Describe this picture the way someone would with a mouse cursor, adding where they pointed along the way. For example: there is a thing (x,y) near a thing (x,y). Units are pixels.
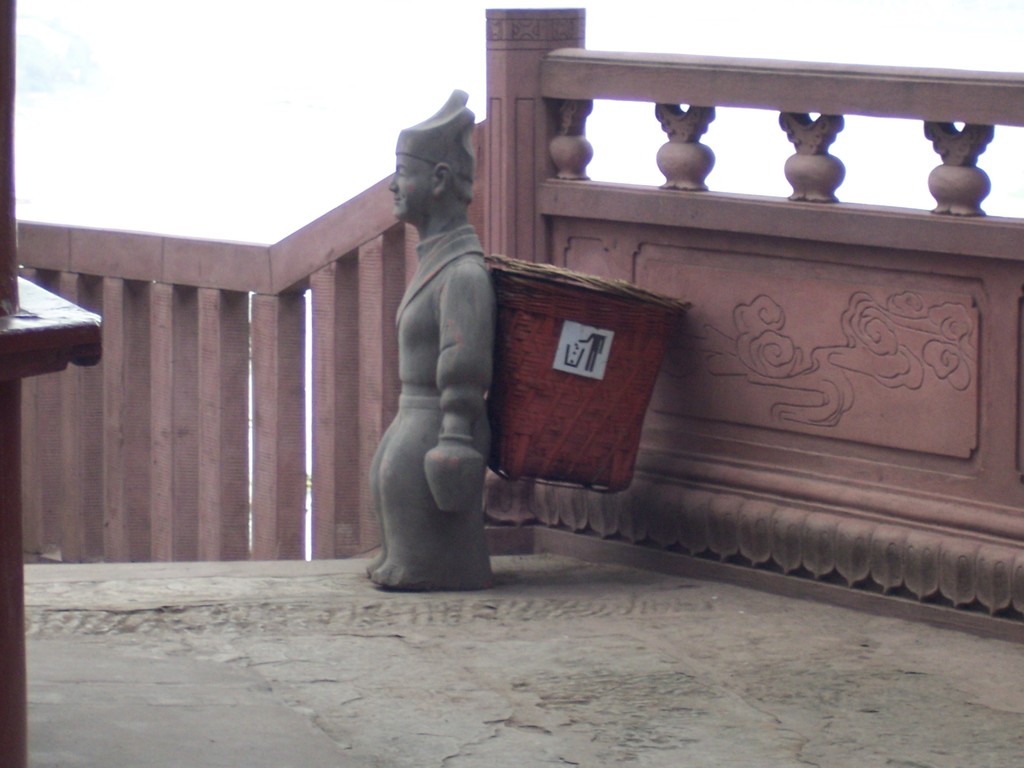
In this image we can see a wall (906,388). There is a dustbin (607,365) in the image which is attached to a sculpture (458,375).
